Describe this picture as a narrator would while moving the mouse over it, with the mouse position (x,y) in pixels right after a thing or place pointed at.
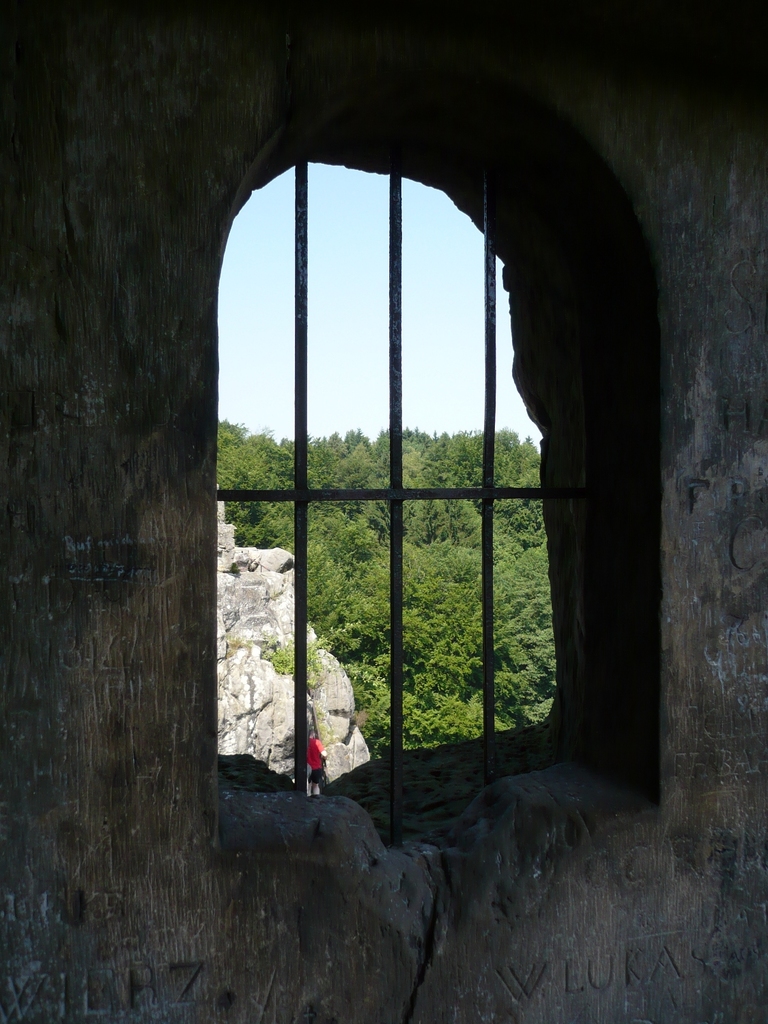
It's a window (226,552) and in the long back side there is a man (320,780) and there are green color trees (480,579).
